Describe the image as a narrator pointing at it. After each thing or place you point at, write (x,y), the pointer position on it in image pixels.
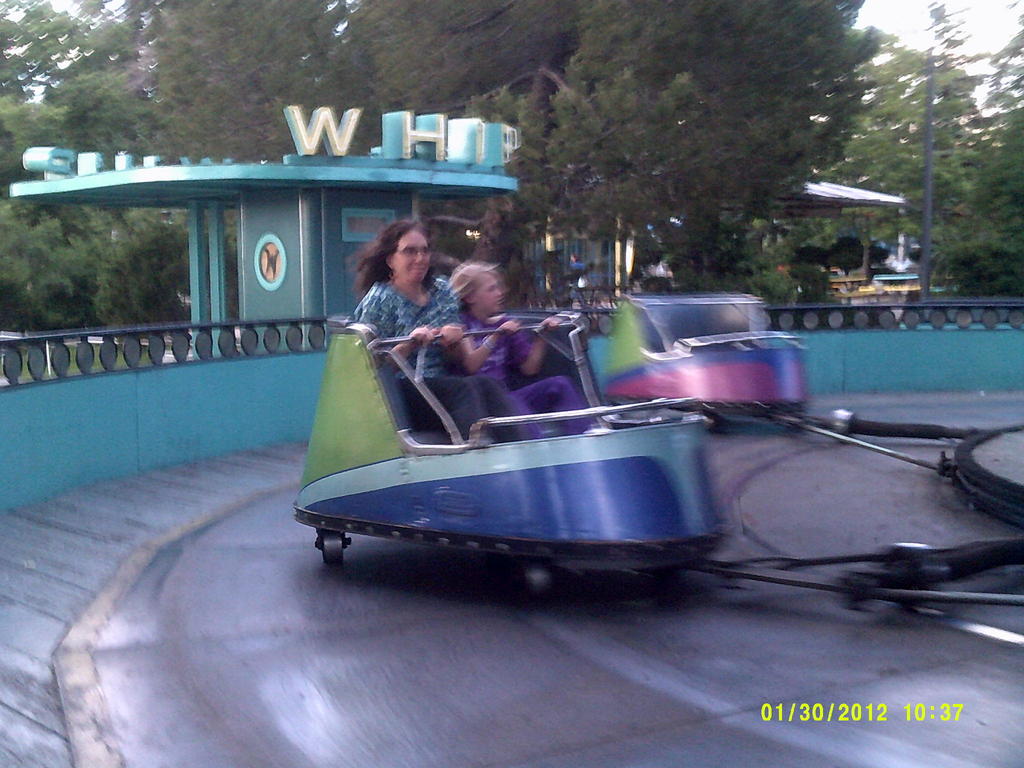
In this image two persons (478,363) are sitting on ride car (422,450) and multiple trees (504,64) are in the background (180,93), A electrical pole (928,186) is seen in the image.
